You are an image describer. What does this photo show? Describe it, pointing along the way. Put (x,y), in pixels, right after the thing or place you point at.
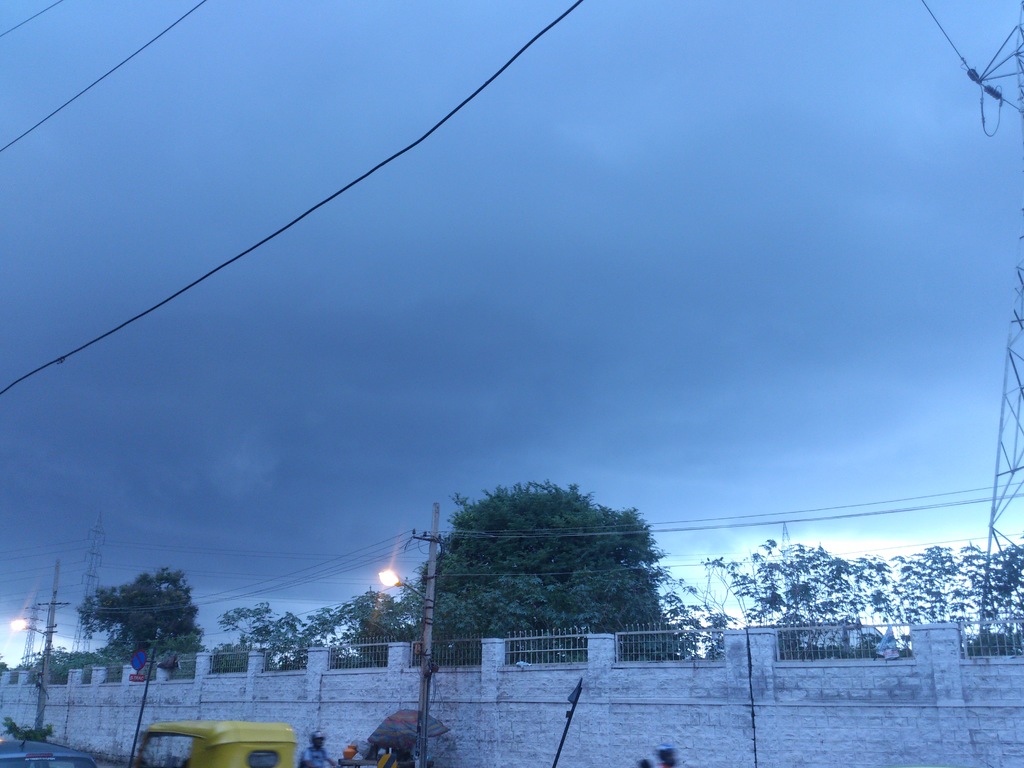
In this image, I can see transmission towers (84,643), electric poles (421,663), current wires (171,607), signboard (144,663) to a pole (133,748) and a compound wall (307,708) with iron grilles (543,646). At the bottom of the image (233,767), I can see an auto rickshaw (231,754), a person (317,755) with a helmet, roof (57,752) of a vehicle (36,759) and few other objects (412,735). Behind the compound wall (624,736) there are trees (135,634). In the background (257,483), I can see the sky (835,260).
